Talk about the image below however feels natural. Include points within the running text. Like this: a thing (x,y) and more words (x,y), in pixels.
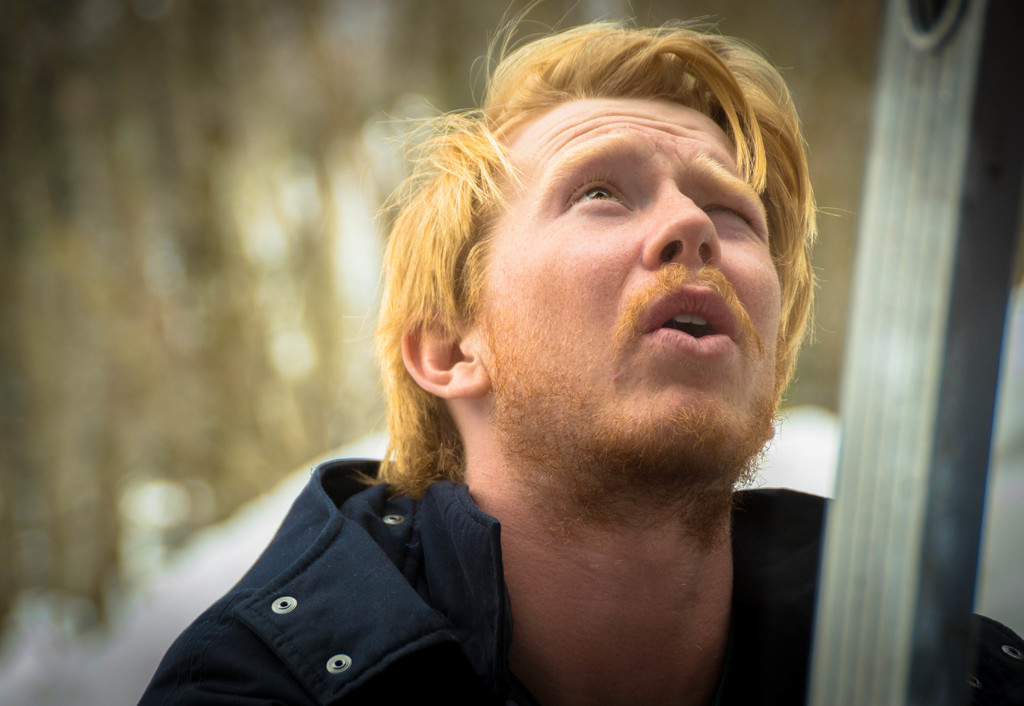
In this image we can see a man (542,414) and an object (870,436). There is a blur background (61,541).
